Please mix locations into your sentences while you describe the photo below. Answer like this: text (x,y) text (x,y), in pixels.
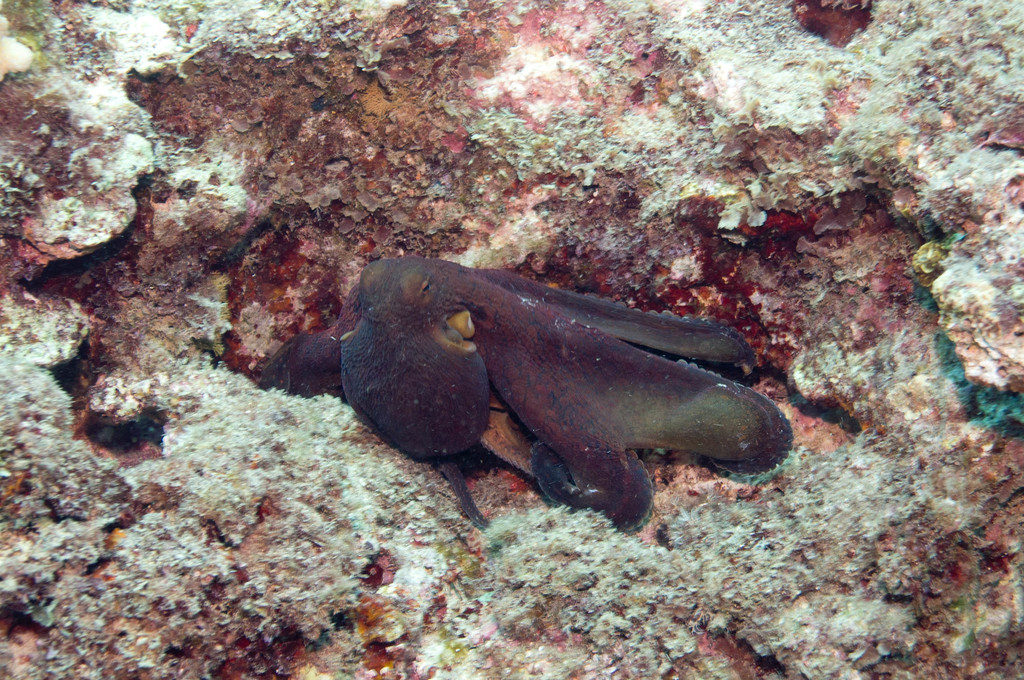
In this image I can see an aquatic animal (491,418) on the ground (340,468).
